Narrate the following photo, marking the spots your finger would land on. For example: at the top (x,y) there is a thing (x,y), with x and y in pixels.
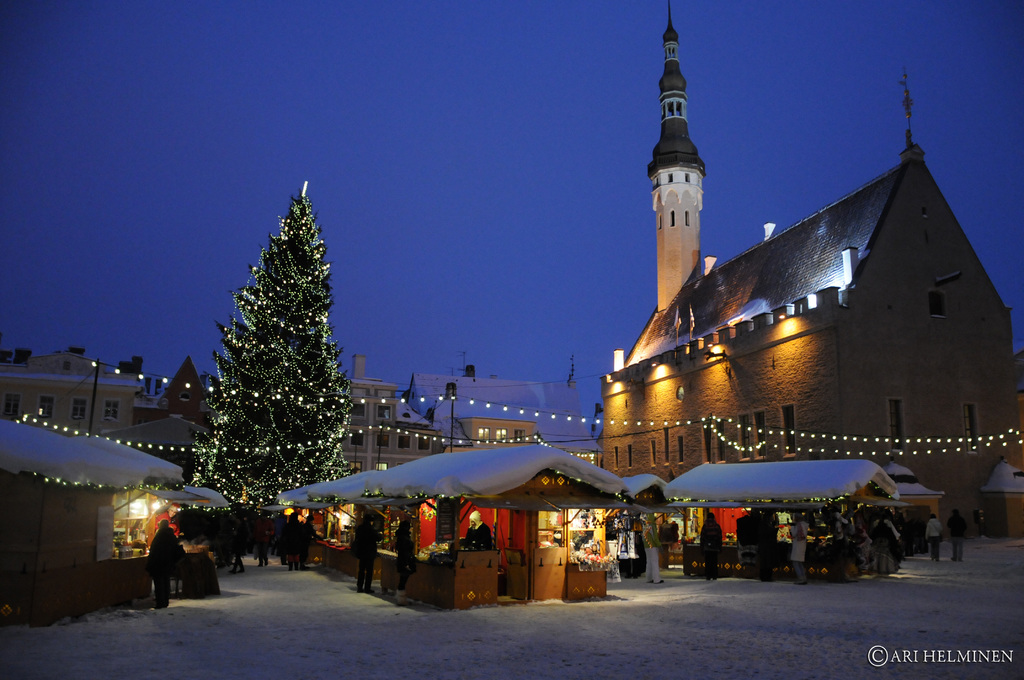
In this image, we can see persons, huts (497,540), buildings (461,432) and rope lights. There is a Christmas tree (280,430) in the middle of the image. In the background of the image (403,186), there is a sky (628,60).
